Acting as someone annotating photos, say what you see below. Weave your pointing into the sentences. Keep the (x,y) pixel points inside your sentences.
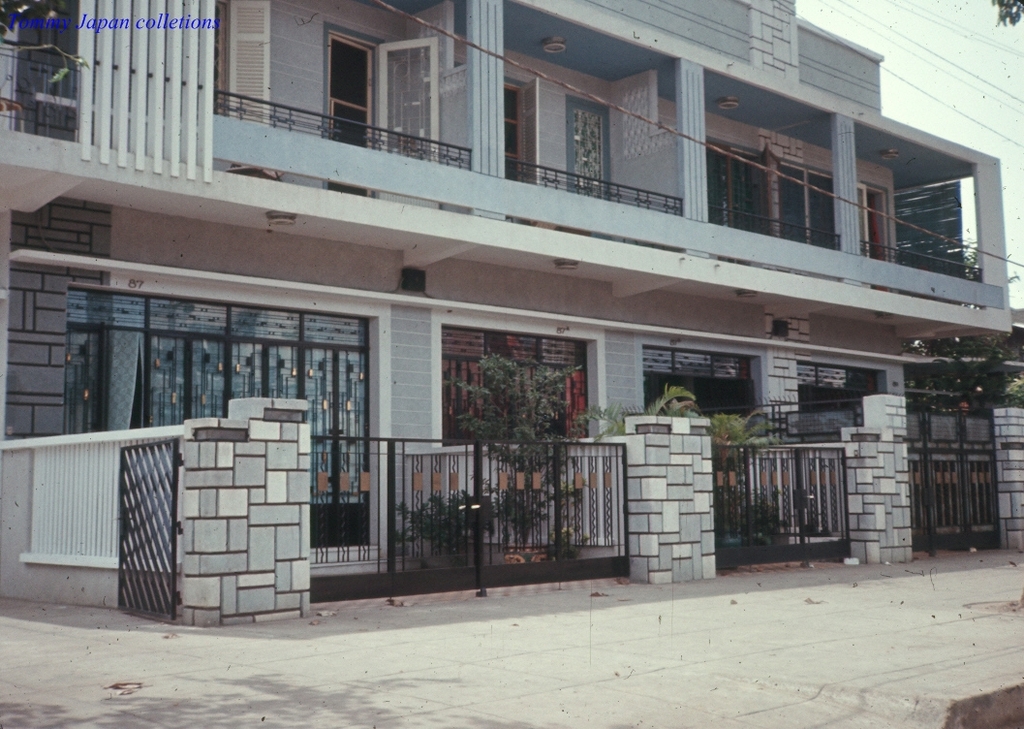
In this image I can see buildings (642,237). There are gates (755,465), windows (651,372), plants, cables (954,58) and there is sky (1012,41).
